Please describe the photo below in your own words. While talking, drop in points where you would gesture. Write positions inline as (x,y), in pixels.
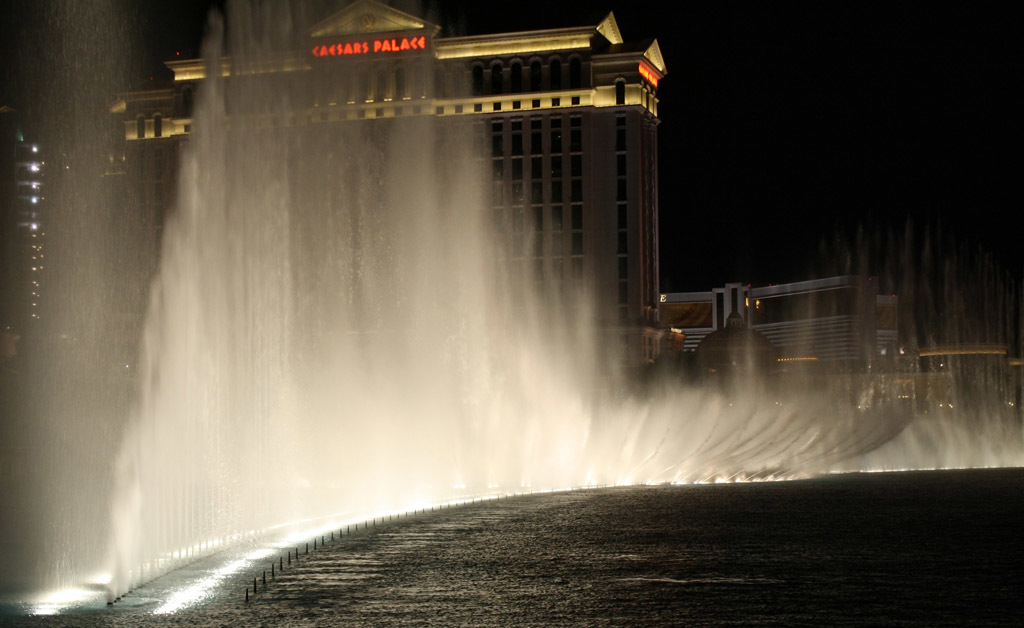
In this picture I can observe water fountains (320,498) in the river (722,516). In the background (385,62) there are buildings (589,211) and I can observe sky (745,89) which is completely dark.
